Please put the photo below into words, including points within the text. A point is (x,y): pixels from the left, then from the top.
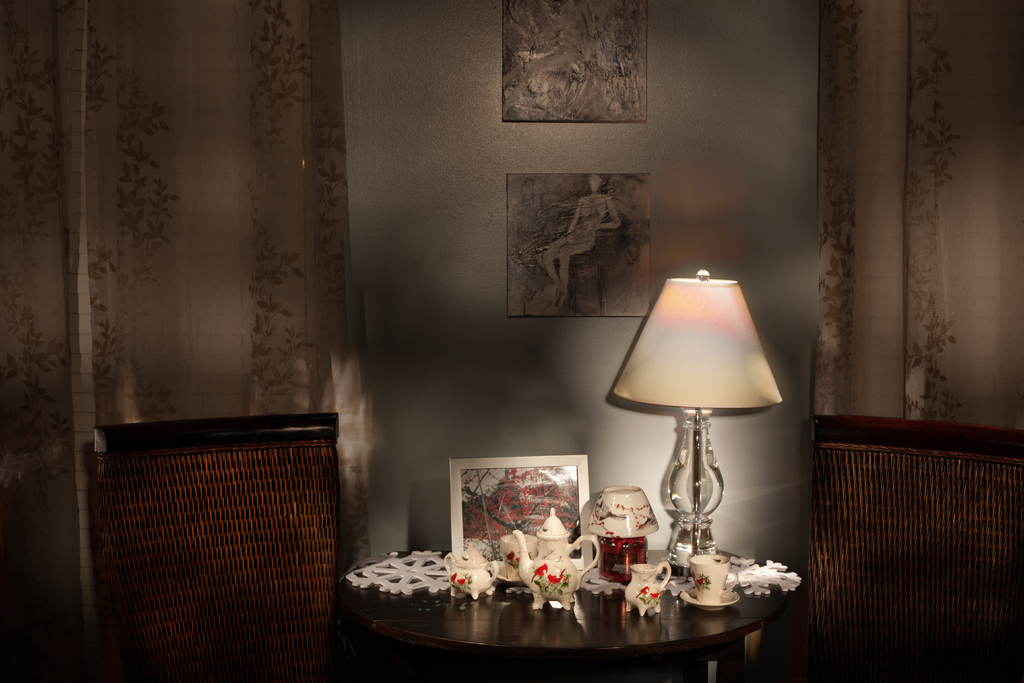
In this picture there is a table (457,633) which has a lamp (686,405), photo frame (522,493) and few other objects (629,583) on it and there are some other objects (337,126) in the background (147,92).
